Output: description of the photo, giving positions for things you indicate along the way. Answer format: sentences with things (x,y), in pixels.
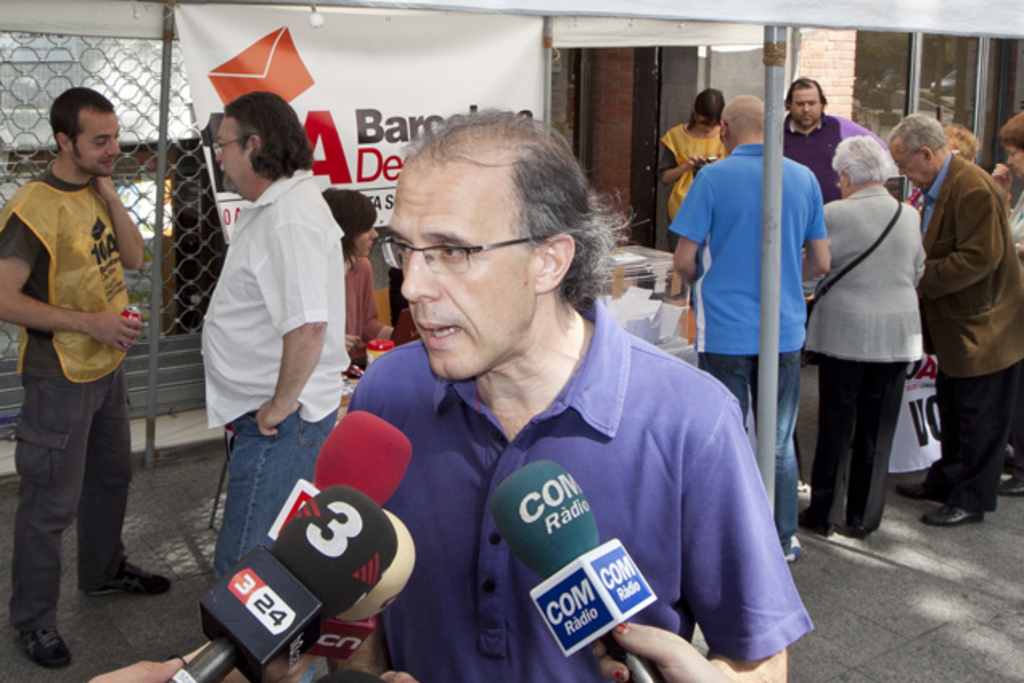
In this picture there are people (988,491) and we can see microphones (523,524), tent (957,7), banners (246,76), poles (161,194) and objects (678,284). In the background of the image (180,256) we can see mesh (181,216), wall (806,55) and glass (929,53).
